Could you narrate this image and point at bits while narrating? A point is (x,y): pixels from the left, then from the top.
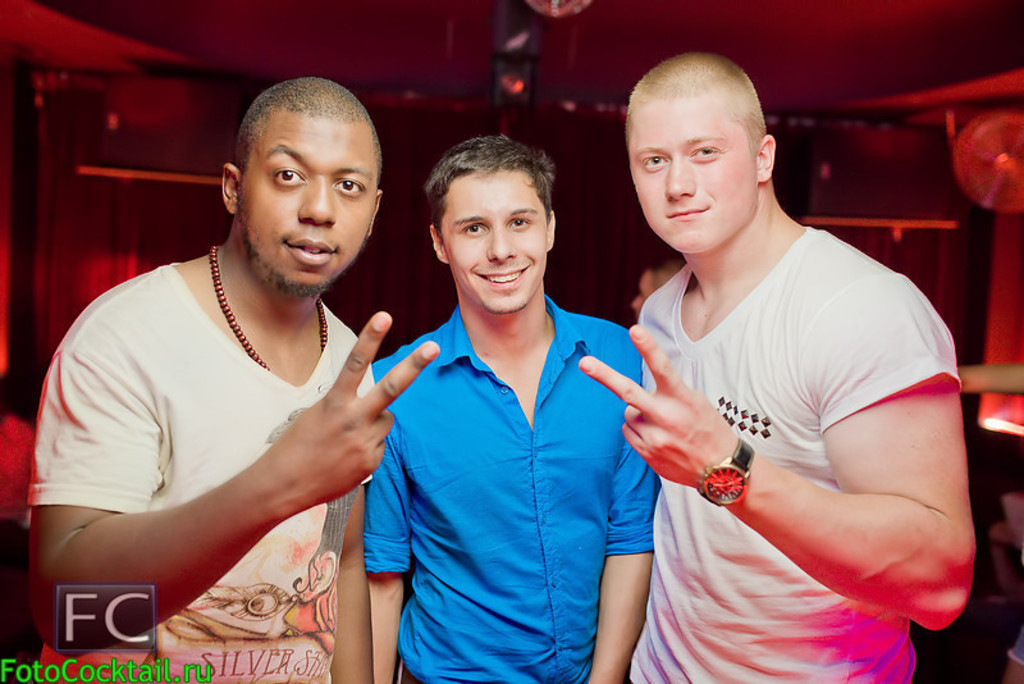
There are three men (660,423) standing and smiling. In the background (911,174), that looks like an object (1015,124). I can see the watermark (65,617) on the image.
